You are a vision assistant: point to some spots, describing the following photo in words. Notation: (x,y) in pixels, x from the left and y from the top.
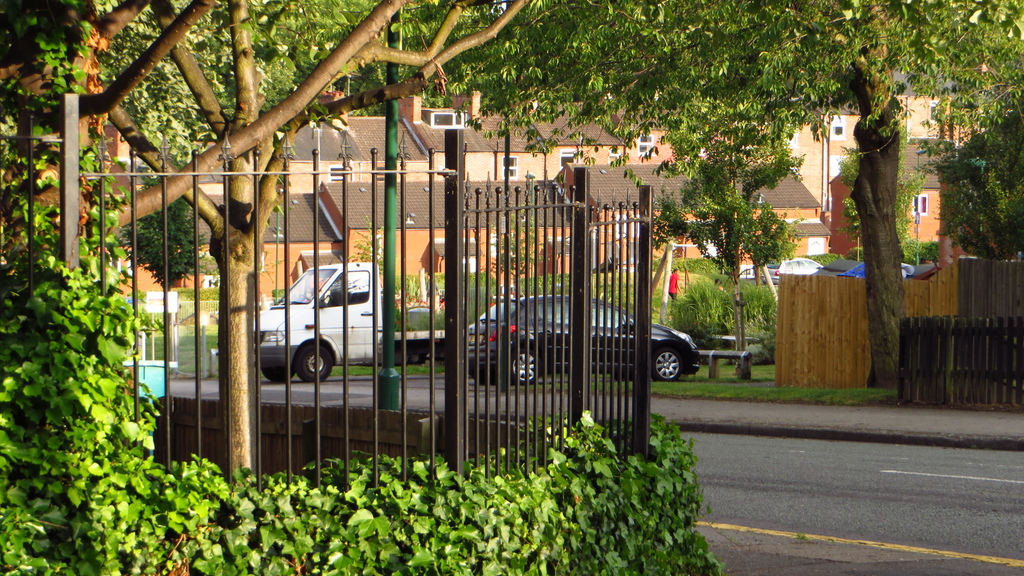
In the foreground of the image (598,343), we can see a grille (636,362) and plants (380,522). In the background (333,305), we can see buildings (642,149), trees (855,210), fence (955,336), a person (672,299) and vehicles (663,373) on the road (867,477).
